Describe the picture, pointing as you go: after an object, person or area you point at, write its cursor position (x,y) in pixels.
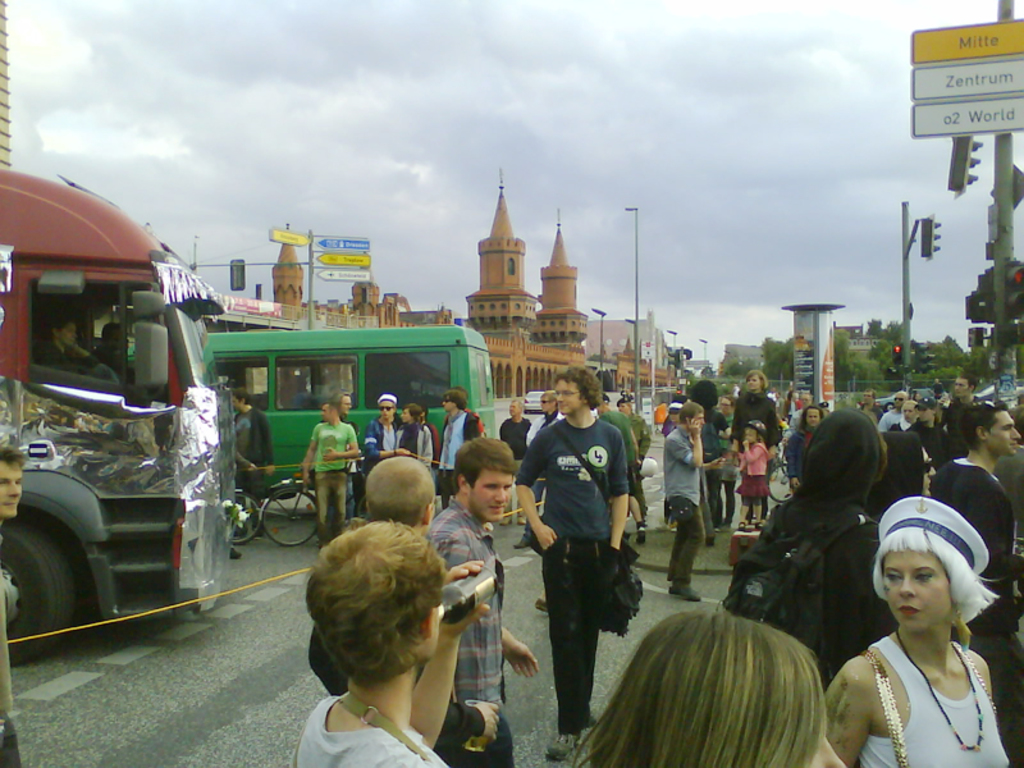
This picture is clicked outside. On the right (692,641) we can see the group of people (745,501) seems to be standing on the ground (650,554). On the left (100,549) there are some vehicles (281,418) seems to be running on the ground (225,597) and we can see the boards (967,40) attached to the poles (1010,254) and a traffic light (979,298) and the street lights (636,254) attached to the poles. In the background (619,190) there is a sky (747,312), trees (886,368) and buildings (620,333).
